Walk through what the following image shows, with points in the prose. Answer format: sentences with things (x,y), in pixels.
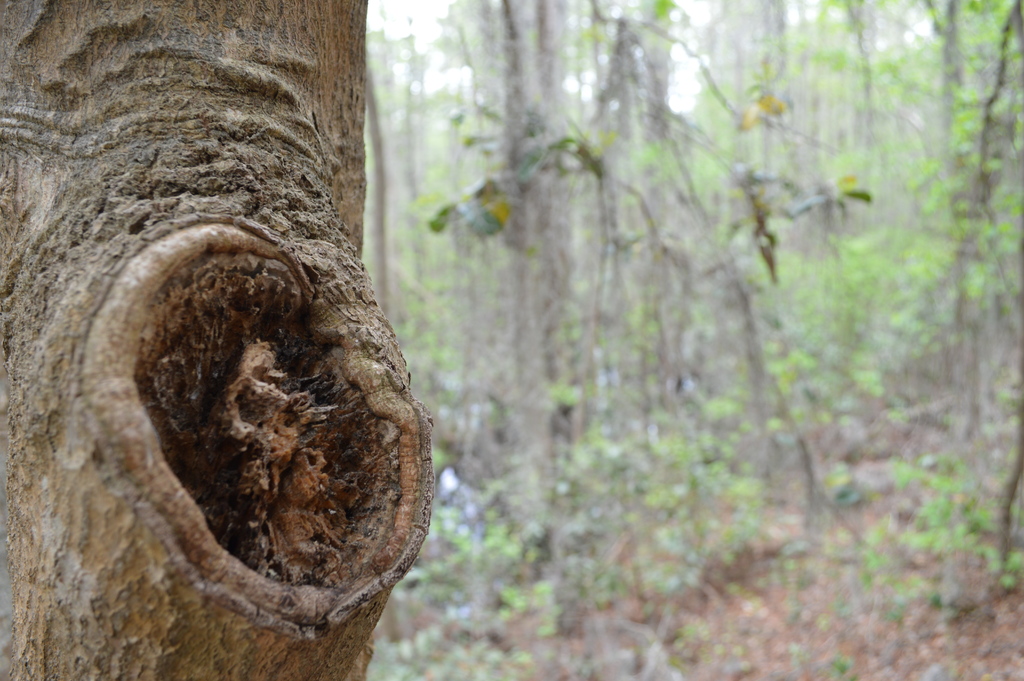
In this image we can see many trees (718,307). There is a trunk (226,394) of the tree (127,451) at the left side of the image (136,363).
